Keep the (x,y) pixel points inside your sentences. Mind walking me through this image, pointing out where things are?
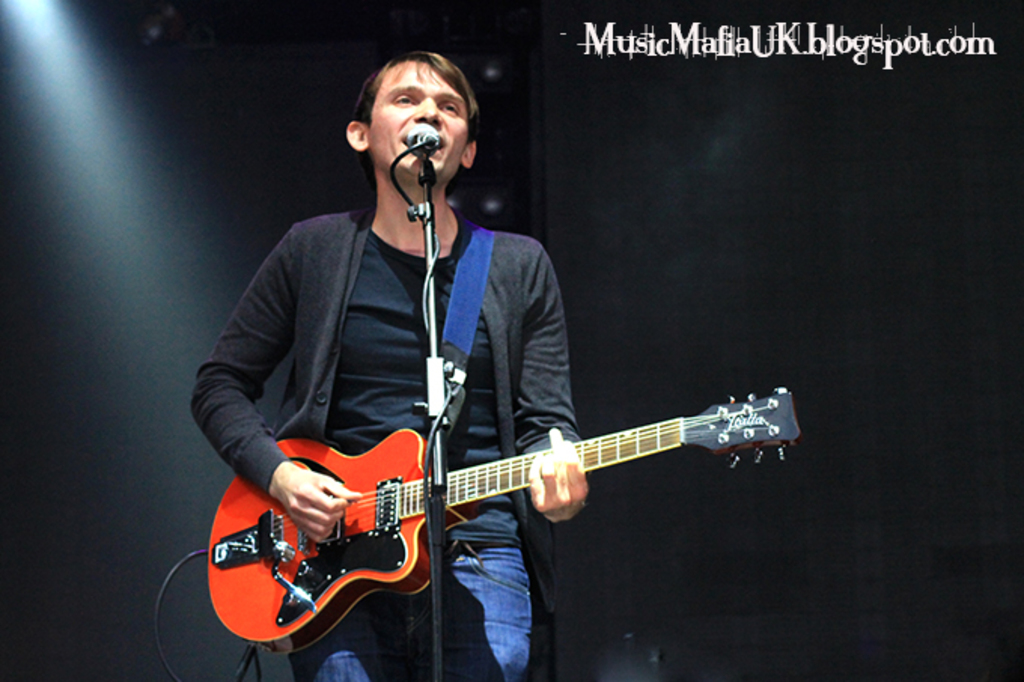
This picture seems to be of inside. In the center (374,233) there is a man (447,274) standing, playing guitar (641,448) and seems to be singing, in front of him we can see a microphone (422,149) attached to the stand (441,577). On the top right (922,41) there is a watermark (873,40) on the image. In the background (199,41) we can see a wall (59,284) and a light (61,52).
